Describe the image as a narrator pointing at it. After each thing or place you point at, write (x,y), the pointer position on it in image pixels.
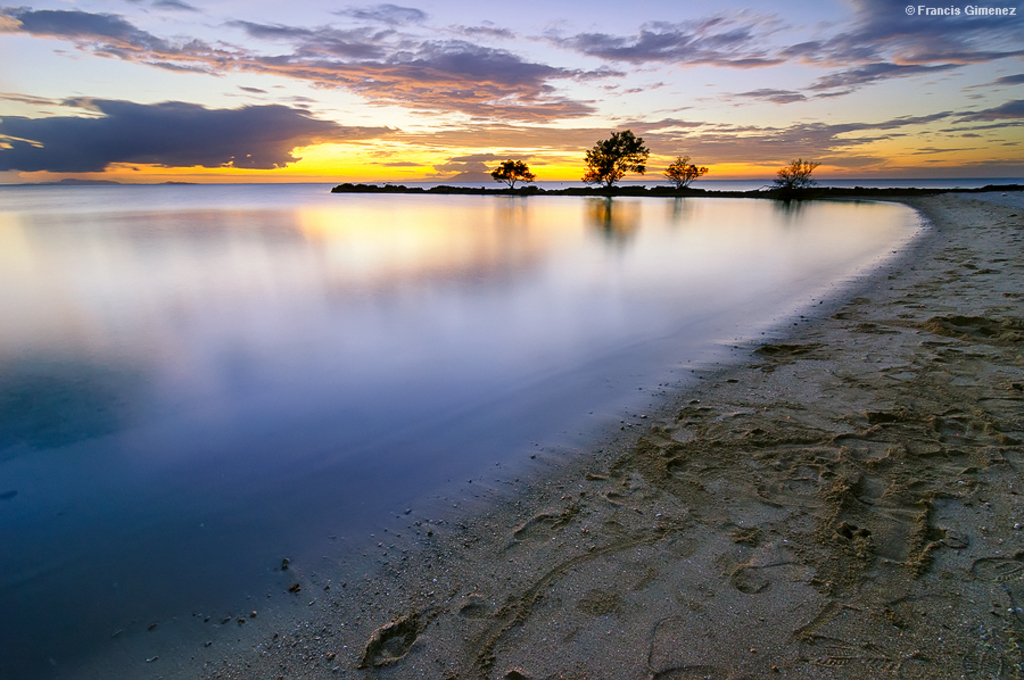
In this image, I can see trees (795,173), sand (865,489) and water (285,300). In the background (339,99), there is the sky (815,59). At the top right corner of the image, I can see a watermark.
